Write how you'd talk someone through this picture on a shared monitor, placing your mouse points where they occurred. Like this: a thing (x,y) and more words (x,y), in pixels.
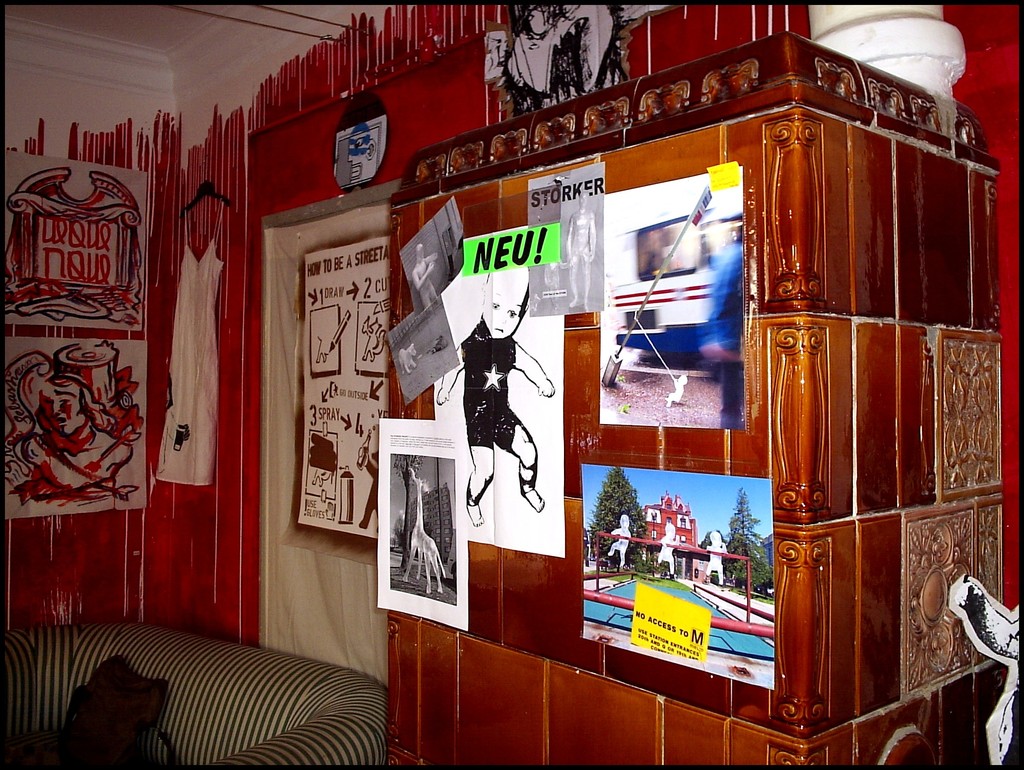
This is clicked inside a room (223,667), there is a sofa (256,669) on the left side (250,703) in front of wall (236,183) with paintings (85,349) and pictures (738,285) all over it.
